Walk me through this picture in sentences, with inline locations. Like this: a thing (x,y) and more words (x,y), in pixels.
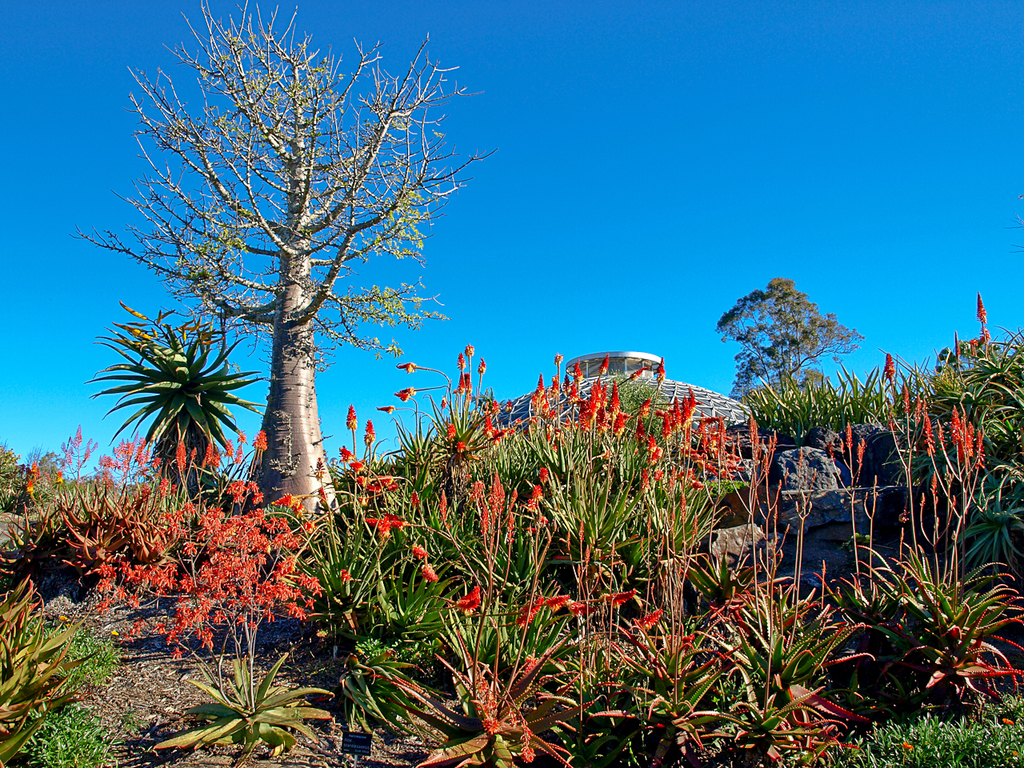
In this picture I can see the monument (523,425) and trees (140,376). At the bottom (488,566) I can see the flowers (169,514) on the plants (638,543). At the top (793,128) I can see the sky (780,135).
